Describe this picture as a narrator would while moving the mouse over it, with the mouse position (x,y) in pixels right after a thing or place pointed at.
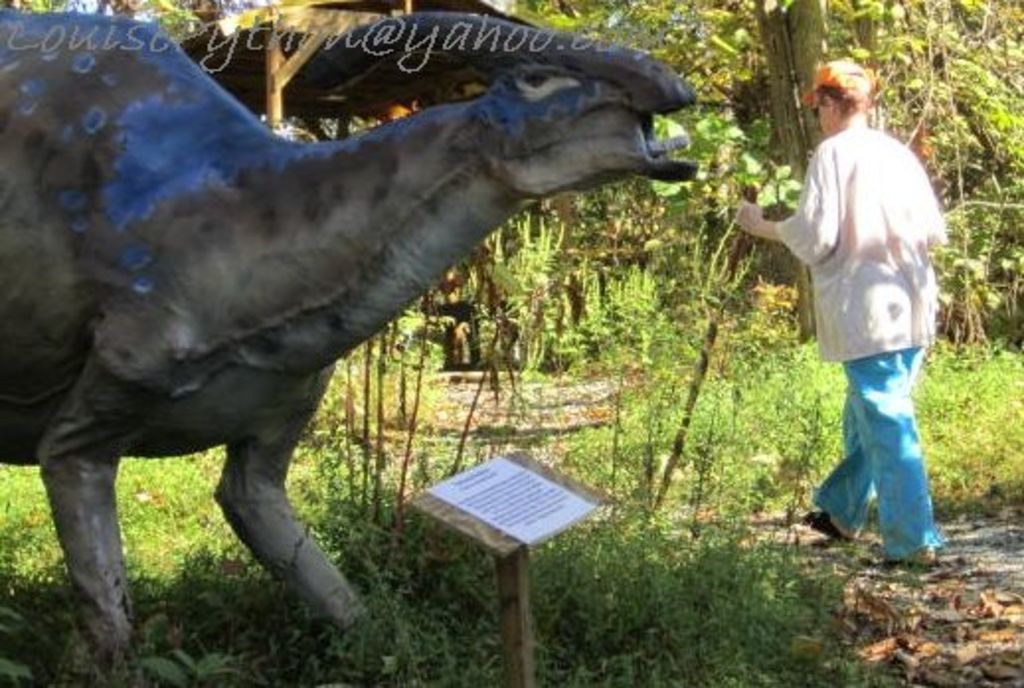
In this picture we are looking at unknown creature (184,376) at the left side (56,319) and one old woman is walking at right side (914,547) and at the bottom (512,639) there is a sign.
